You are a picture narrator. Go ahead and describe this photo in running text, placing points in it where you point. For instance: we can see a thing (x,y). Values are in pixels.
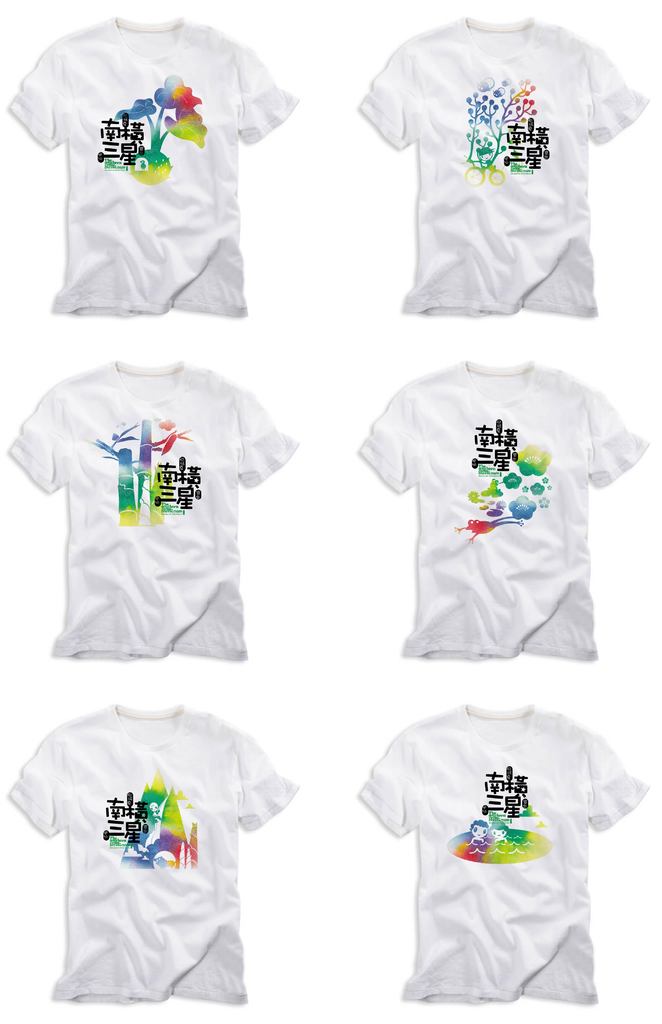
In this image we can see printed T-Shirts (253,415). The background of the image (206,680) is white.
